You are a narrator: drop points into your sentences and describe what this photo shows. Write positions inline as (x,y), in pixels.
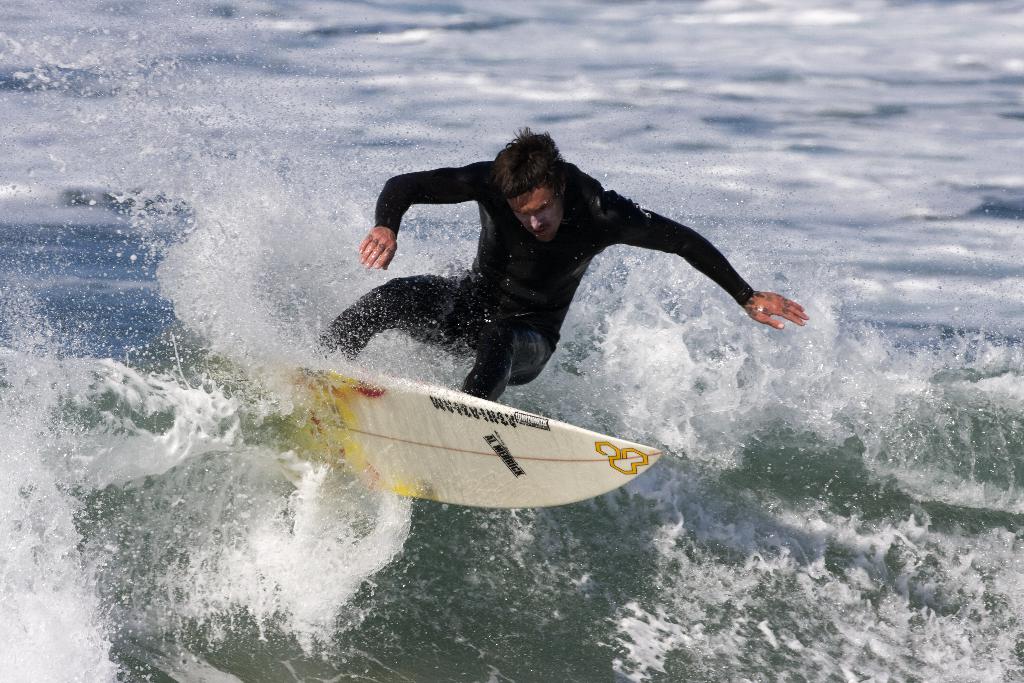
In this picture we can see a man (500,302) is surfing with the help of surfboard (533,434) and we can see water (694,511).
